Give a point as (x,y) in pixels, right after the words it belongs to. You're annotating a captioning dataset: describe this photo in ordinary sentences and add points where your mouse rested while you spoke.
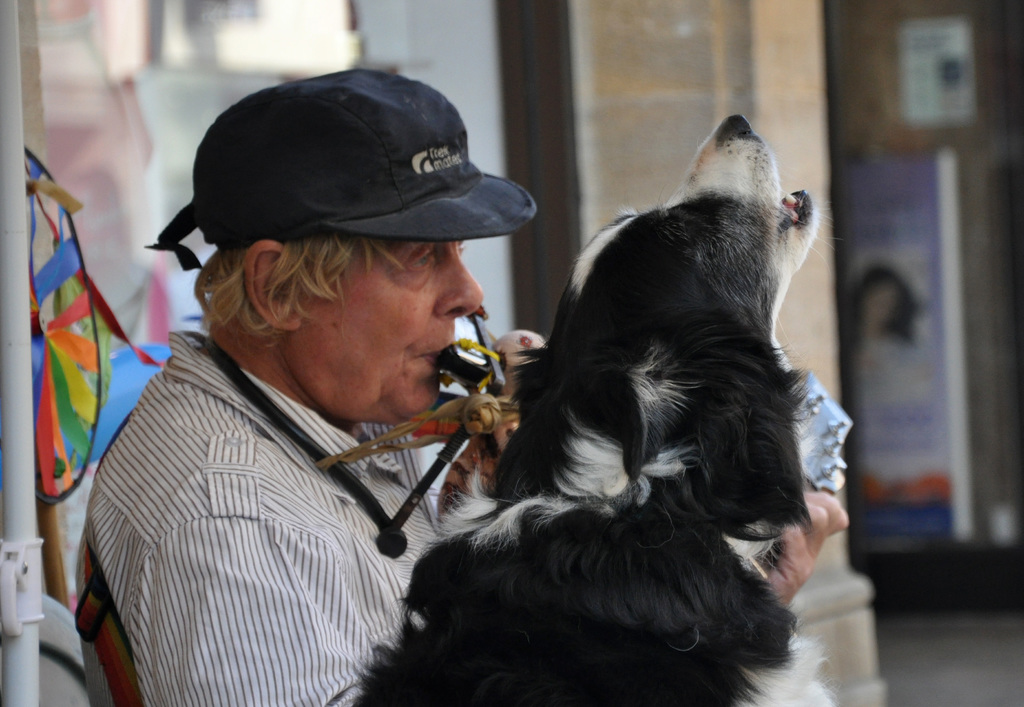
In this picture, there is a man (362,397) and a dog (677,443) here. The man (432,372) is holding something in his mouth (426,357). He's wearing a cap (362,150). In the background (628,99) there is a pillar (673,92).
